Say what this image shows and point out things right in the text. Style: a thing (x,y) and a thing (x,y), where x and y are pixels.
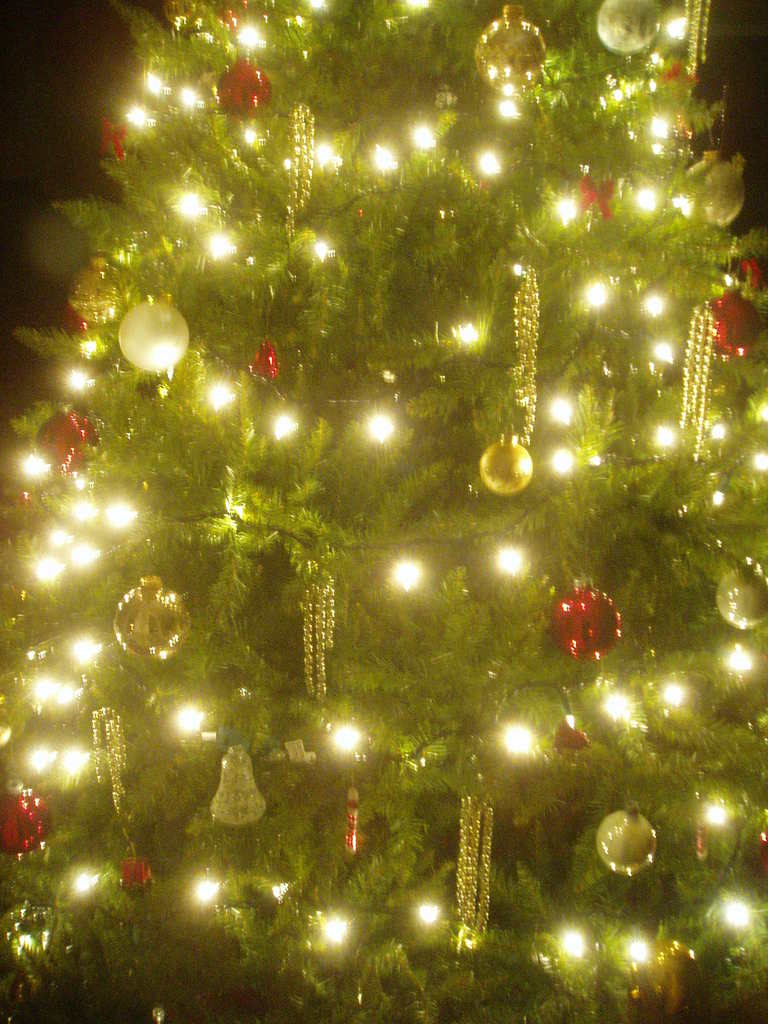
In this image we can see Christmas tree (308,476) to which there are some lights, balls (156,336) and some other things (326,586) are attached.
